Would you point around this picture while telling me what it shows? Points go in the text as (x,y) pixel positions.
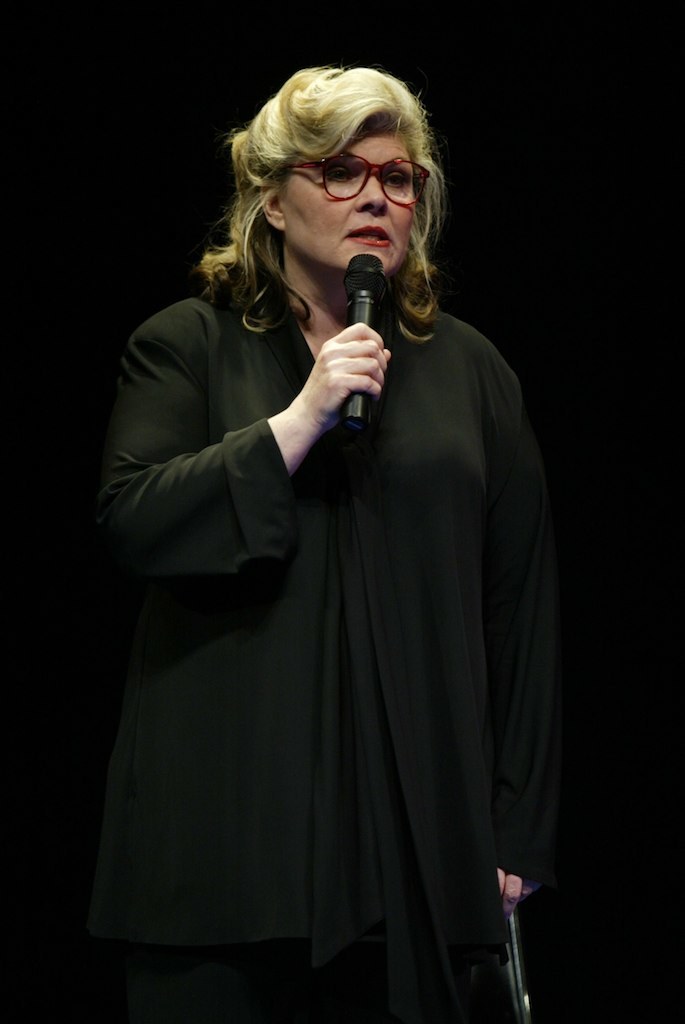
In this image I can see a person (229,400) standing and holding a microphone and the person (199,771) is wearing black color dress (505,722) and I can see black color background (423,6).
